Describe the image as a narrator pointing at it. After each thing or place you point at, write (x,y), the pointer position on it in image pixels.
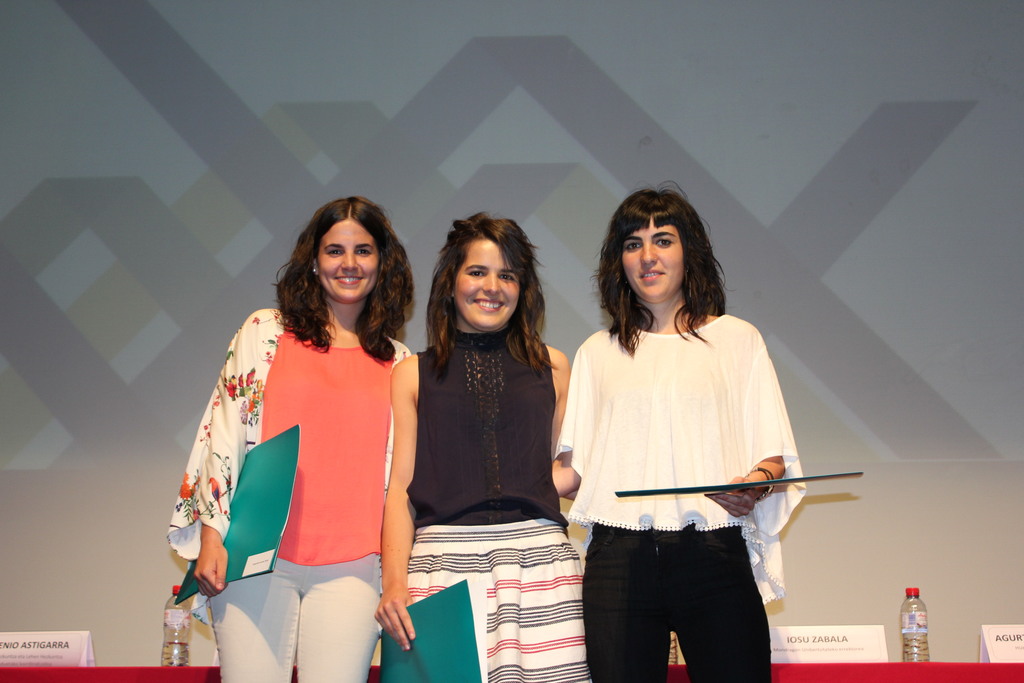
In this image I can see three women (629,619) wearing black, white and orange colored dresses (525,546) are standing, smiling and holding few objects (265,494) in their hands (217,549). In the background (800,676) I can see a red colored object (984,664) and on it I can see two bottles (920,635) and few white colored boards (61,634). I can see some projection (836,171) on the white colored surface (134,203).
